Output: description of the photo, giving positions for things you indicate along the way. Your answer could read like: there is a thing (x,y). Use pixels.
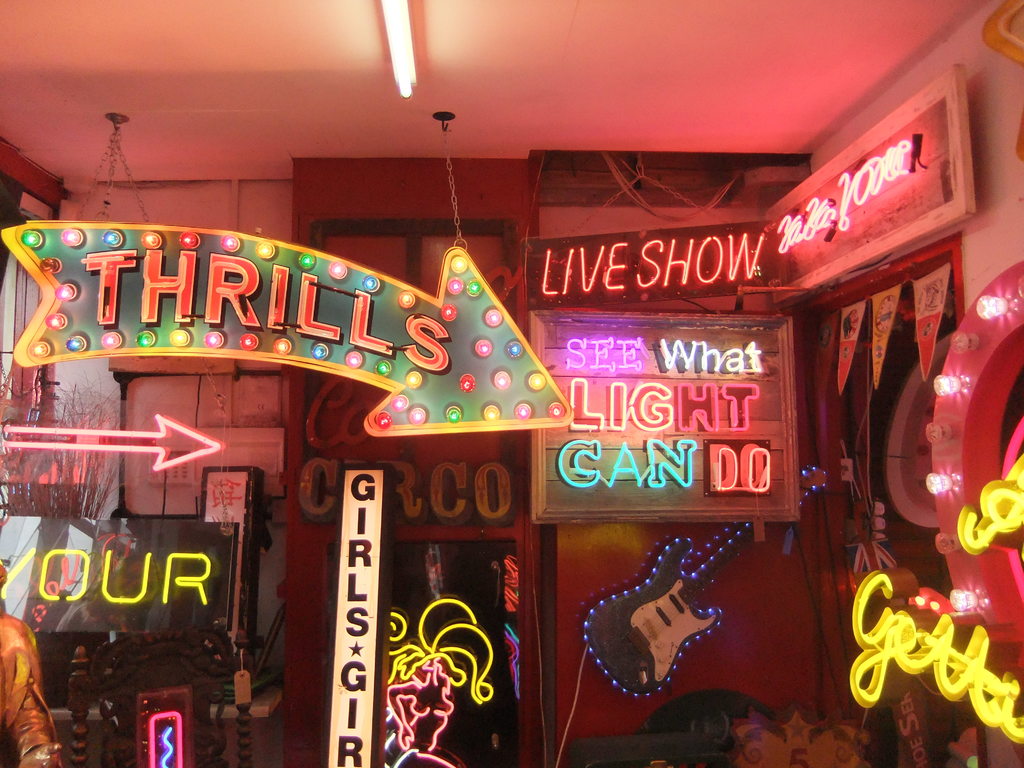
In this image I can see some names (731,419) on the wall (519,460). Here I can see a tube light (399,14) on the ceiling (375,79).
